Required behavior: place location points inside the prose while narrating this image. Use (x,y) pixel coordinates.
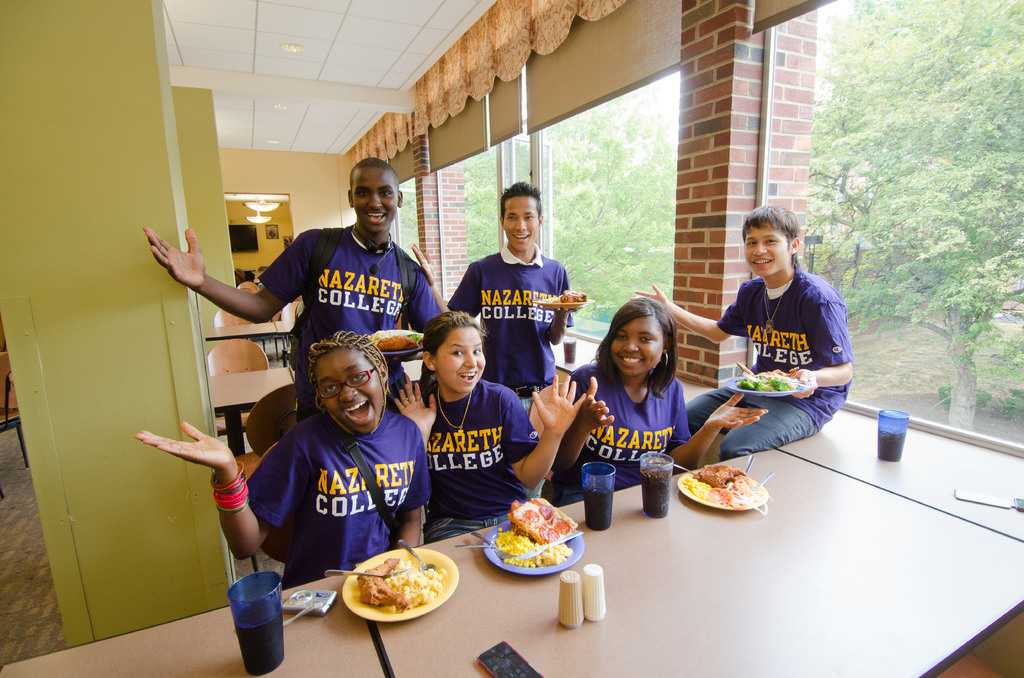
In this picture there are three women (618,309) who are sitting on the chair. There are two men (486,260) who are standing and holding a plate (569,306). There is a man (782,400) sitting on the table (825,475) and holding a plate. There is a glass (269,630) on the table (803,529). There are trees (953,219) at the background (896,191).
